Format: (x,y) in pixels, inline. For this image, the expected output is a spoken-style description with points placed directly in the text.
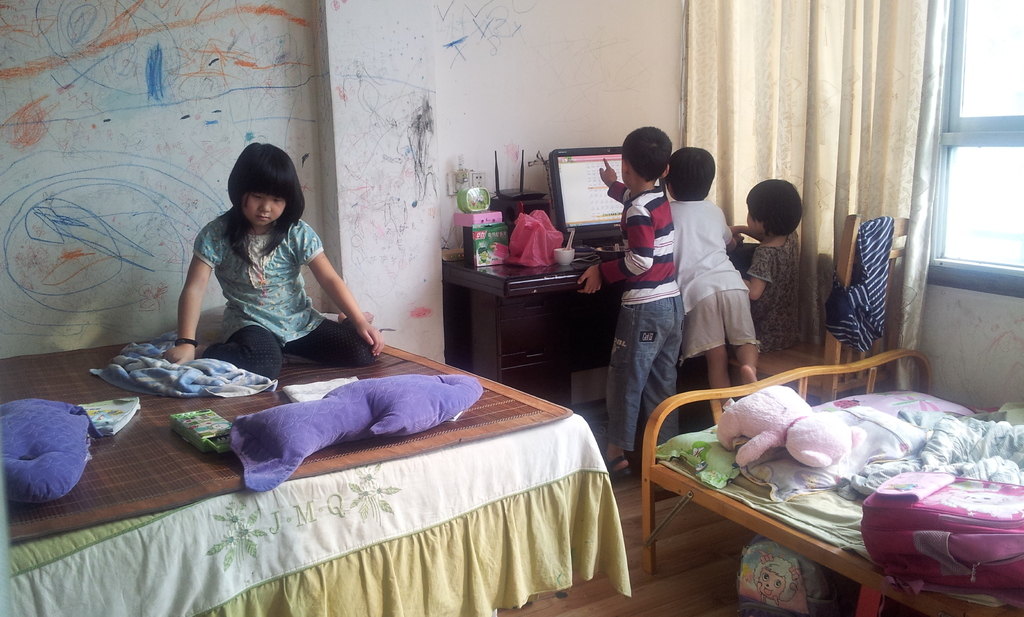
In the picture there is a girl (284,300) sat on bed (93,512), it had bed sheets (484,458) and pillows (328,445) on it and on right side (767,256) there are few kids (676,286) playing on a desktop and front side of them, there is another bed (848,527) with teddy bear (825,447) and bag (921,527), on to the whole background (874,113) there is window (1009,107) with curtain (846,92).
